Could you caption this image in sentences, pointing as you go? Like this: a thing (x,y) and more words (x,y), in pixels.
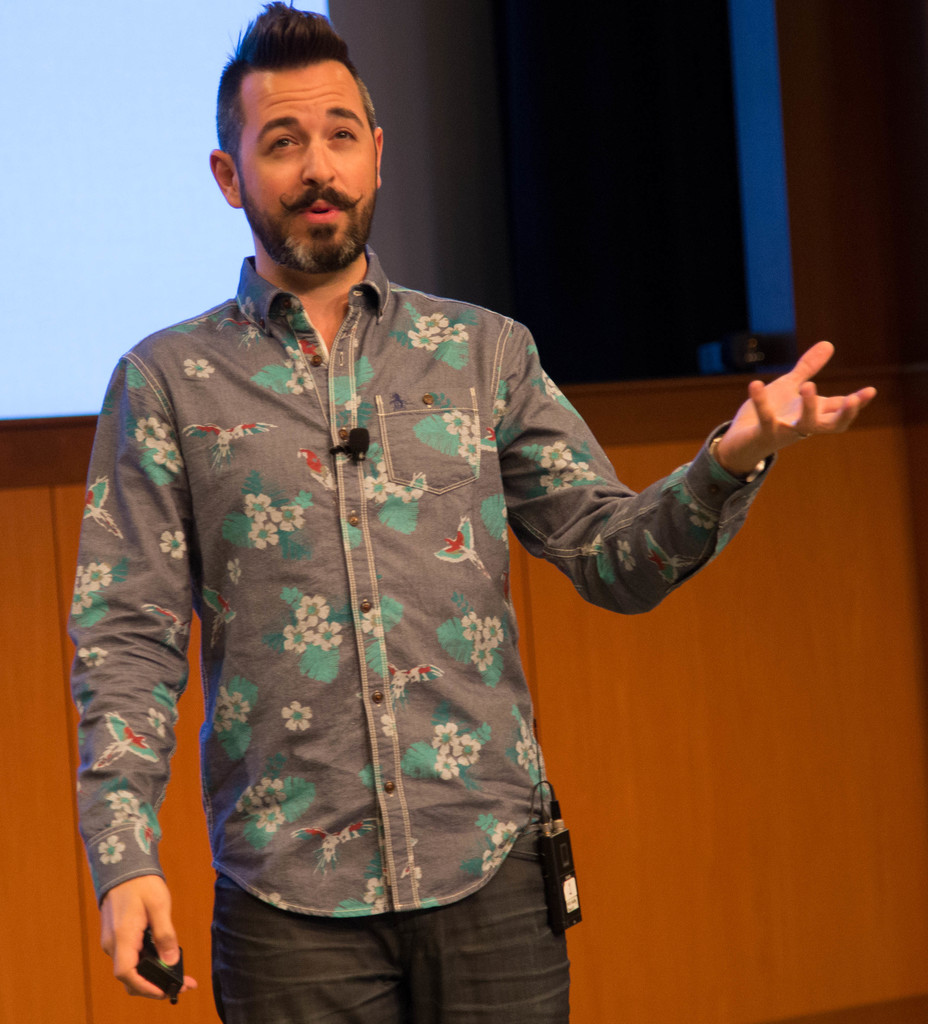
In the foreground of the picture (204,449) there is a person (390,608) standing wearing a mic (352,442) and holding a remote (144,946). In the background (88,201) there is a projector screen (117,86) and curtain (533,154). At the bottom (728,755) it is wall (50,782).
